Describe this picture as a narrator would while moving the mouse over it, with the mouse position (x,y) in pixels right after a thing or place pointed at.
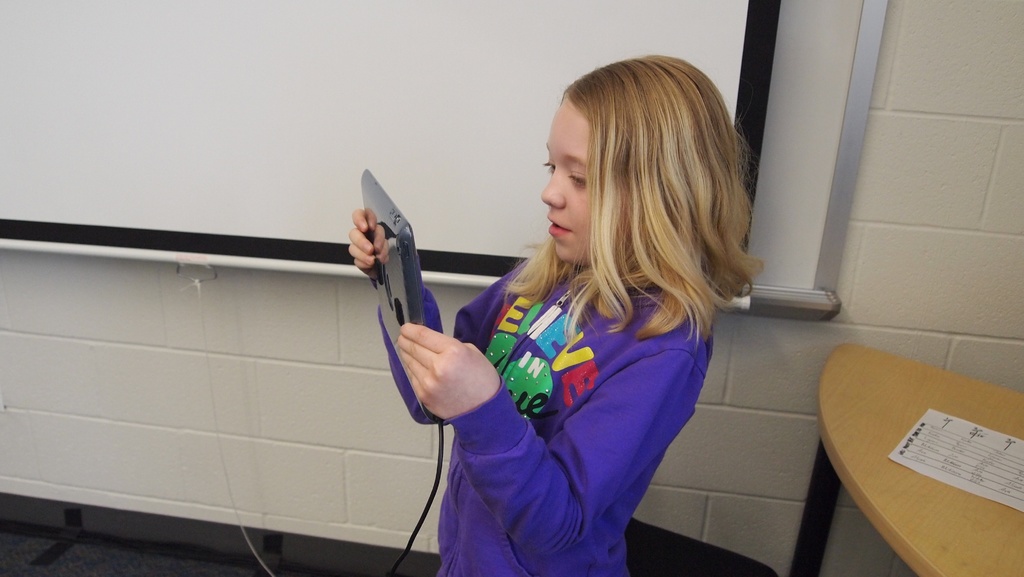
In the image we can see there is a girl (523,469) who is standing and holding ipad (392,298) in her hand (463,404).
